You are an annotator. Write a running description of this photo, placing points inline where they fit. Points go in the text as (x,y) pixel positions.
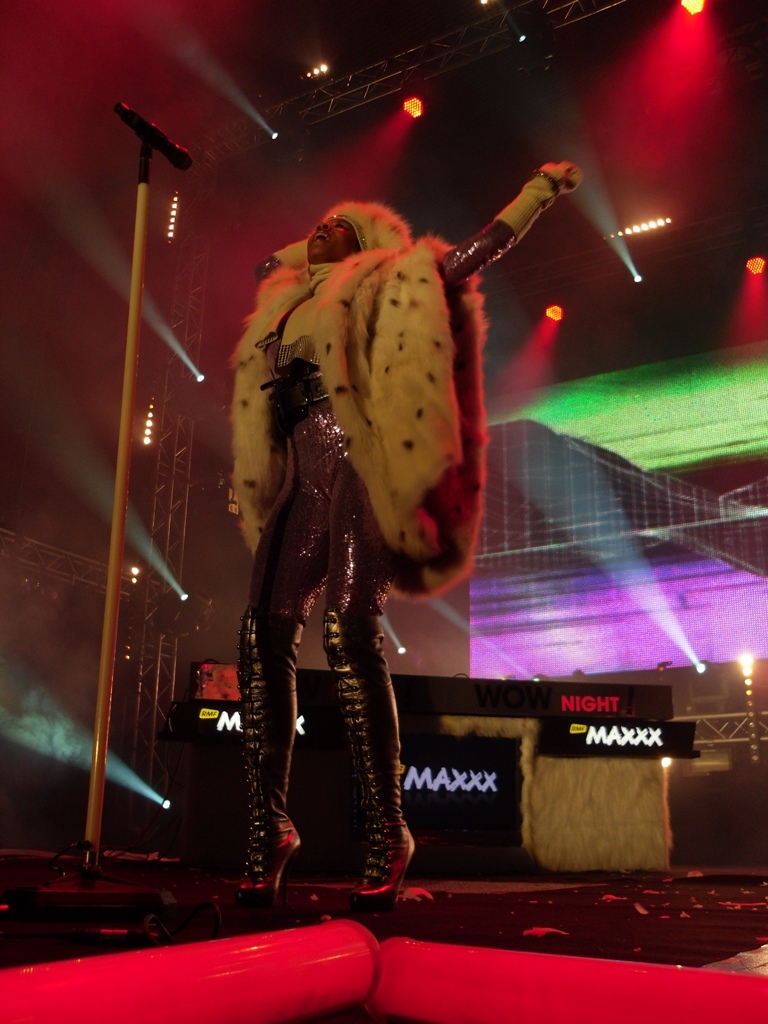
In this image I can see a woman (359,357) standing near the mike (173,153). At the top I can see the lights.
